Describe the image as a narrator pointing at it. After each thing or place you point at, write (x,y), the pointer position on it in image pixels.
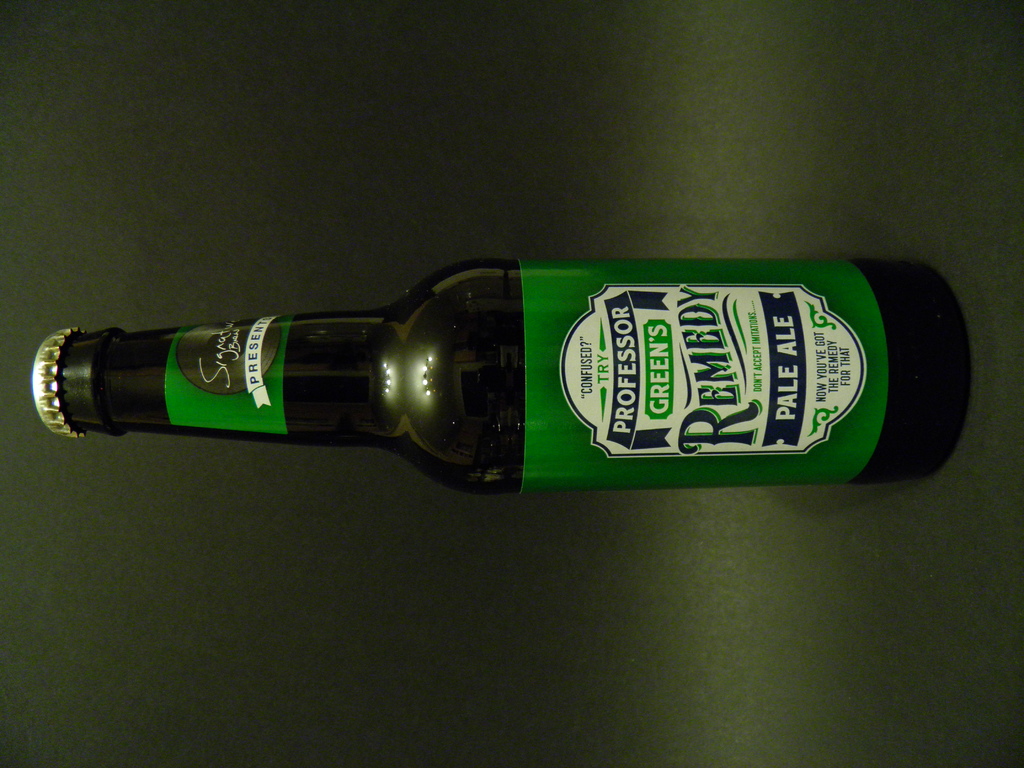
In this image we can see a bottle (454,343) on the green colored surface (427,194), also we can see some text (700,323) on the bottle (619,392).
